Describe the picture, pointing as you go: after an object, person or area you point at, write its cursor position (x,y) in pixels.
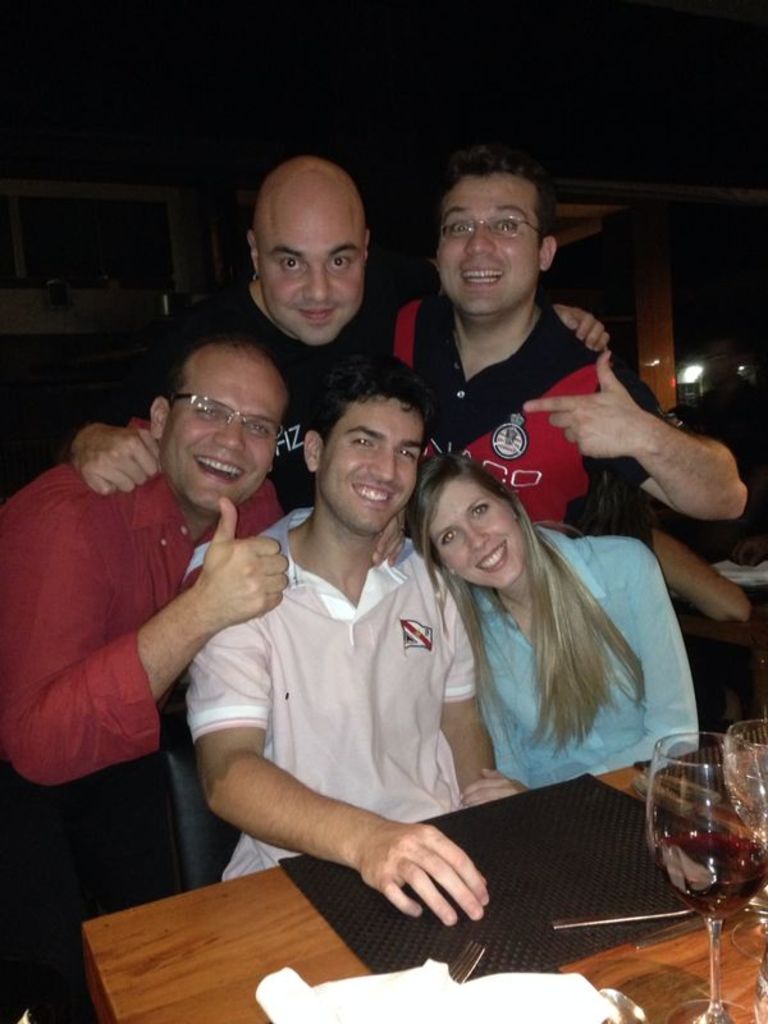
As we can see in the image there are few people (450,589) sitting and standing and there is a table (532,900). On table (527,804) there is a mat (575,870) and glasses (713,854).
